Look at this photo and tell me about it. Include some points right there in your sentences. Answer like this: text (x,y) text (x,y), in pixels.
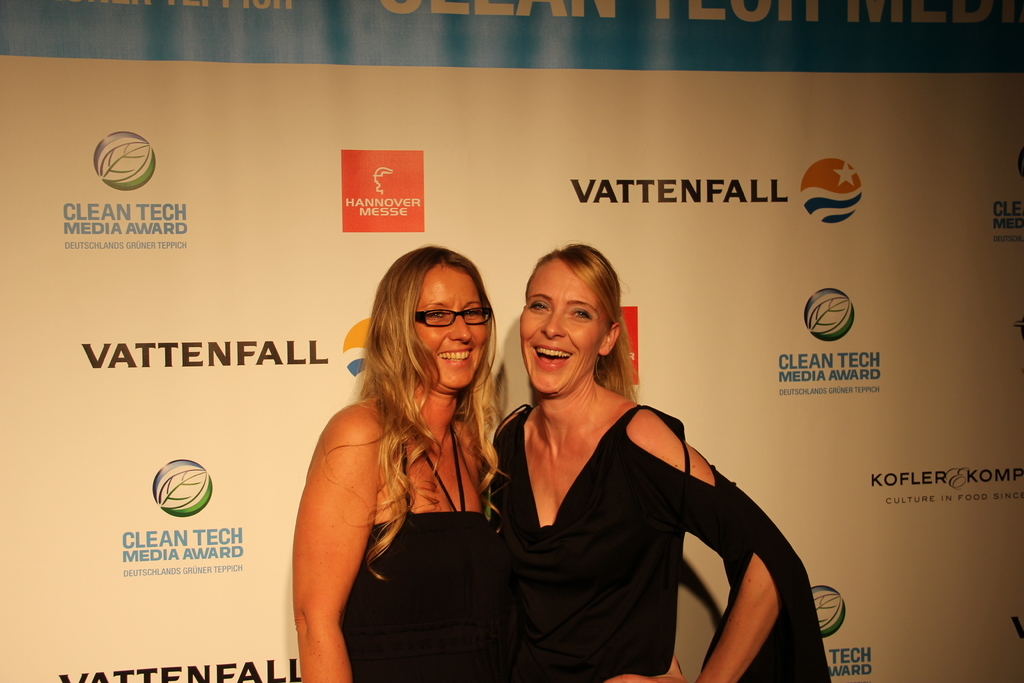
In this image there are two girls (485,517) who are standing in the middle (372,320) one beside the other. In the background (387,155) there is a banner (393,135). The girl (449,321) on the left side (340,446) is having the specs (435,318).
